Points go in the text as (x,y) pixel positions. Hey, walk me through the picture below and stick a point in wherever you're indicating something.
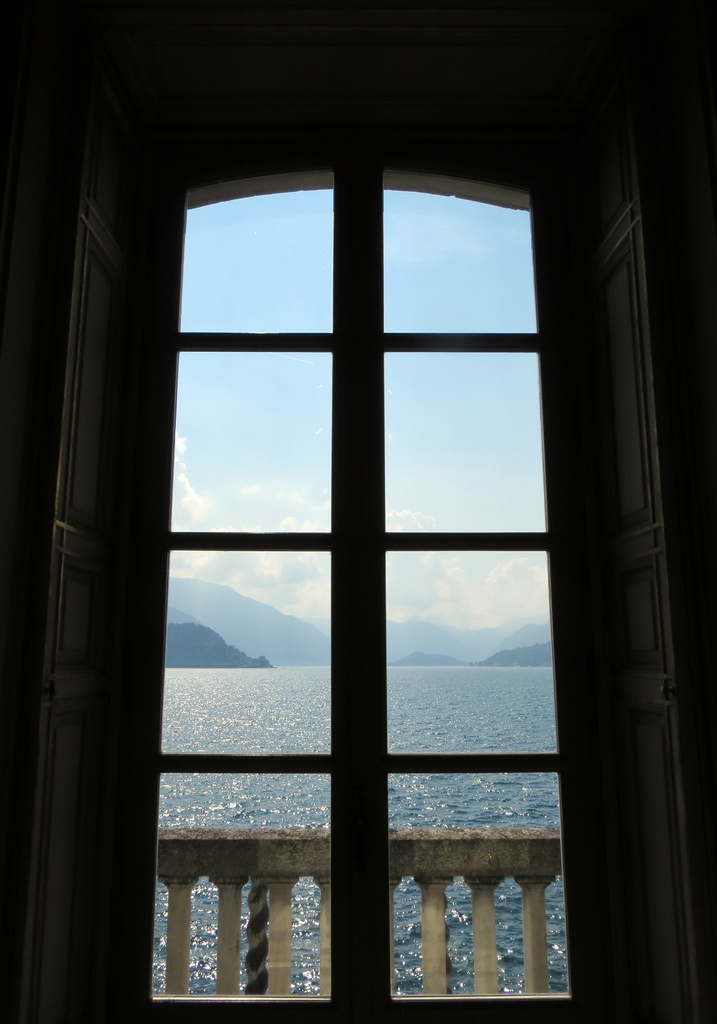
There is a window (430,791). Through that we can see railing (391,899), water (274,693), hills (304,638) and sky (290,476).
